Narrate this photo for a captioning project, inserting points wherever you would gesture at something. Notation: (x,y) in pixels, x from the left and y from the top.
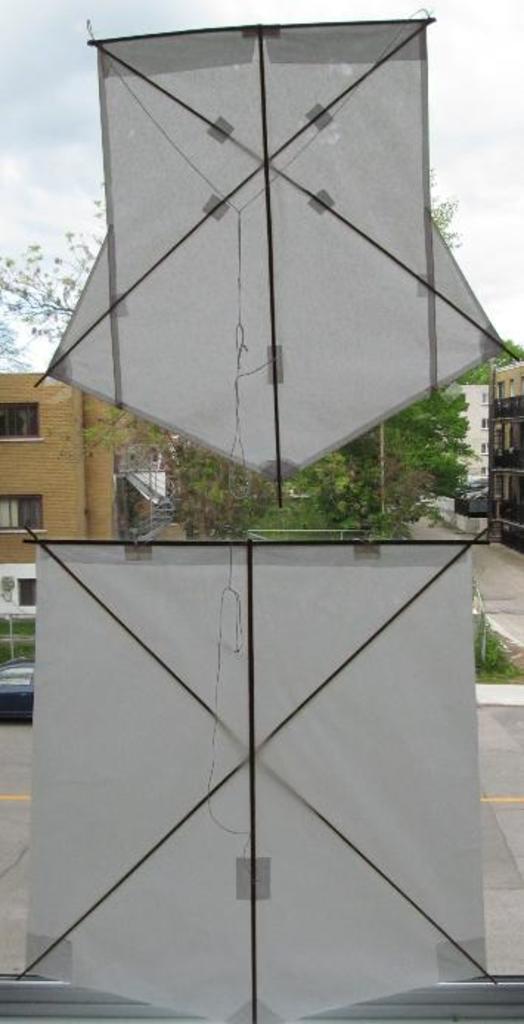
In this image I can see the white color objects (75,379) attached to the glass (214,515). Through the glass (225,515) I can see the road (522,827). On the road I can see the vehicle (32,716). To the side of the road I can see many trees (255,528), building (89,464) with windows (33,406), clouds (46,164) and the sky (43,164).
